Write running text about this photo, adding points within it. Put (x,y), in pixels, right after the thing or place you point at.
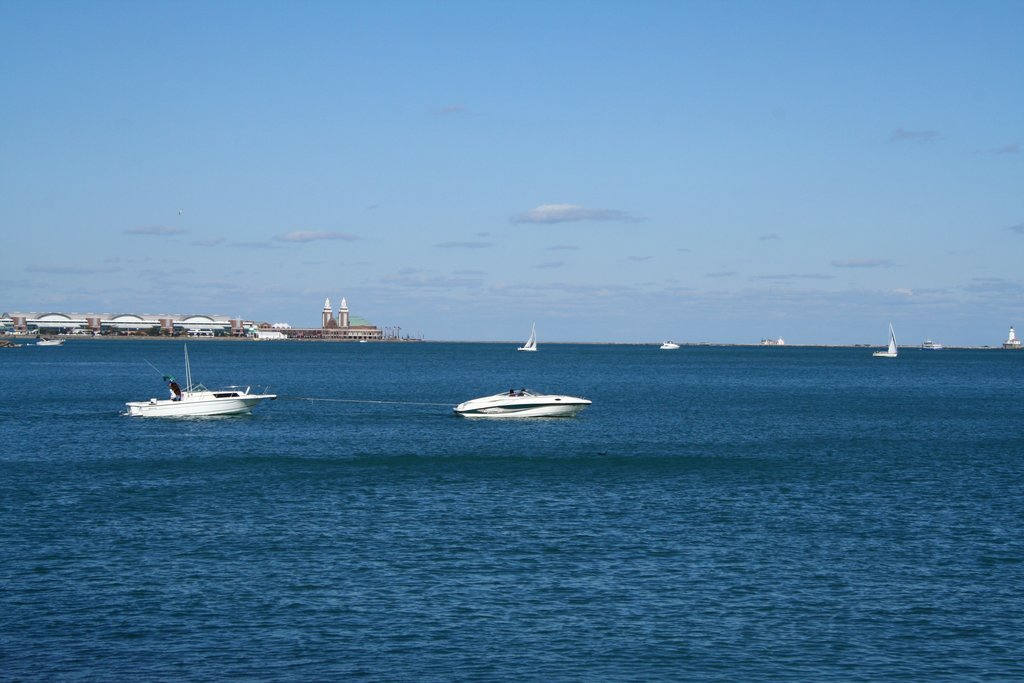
In this image I can see the water (619,577) which are blue in color and few boats (171,415) which are white in color on the surface of the water (661,413). In the background (75,328) I can see few buildings (349,322) and the sky (352,166).
